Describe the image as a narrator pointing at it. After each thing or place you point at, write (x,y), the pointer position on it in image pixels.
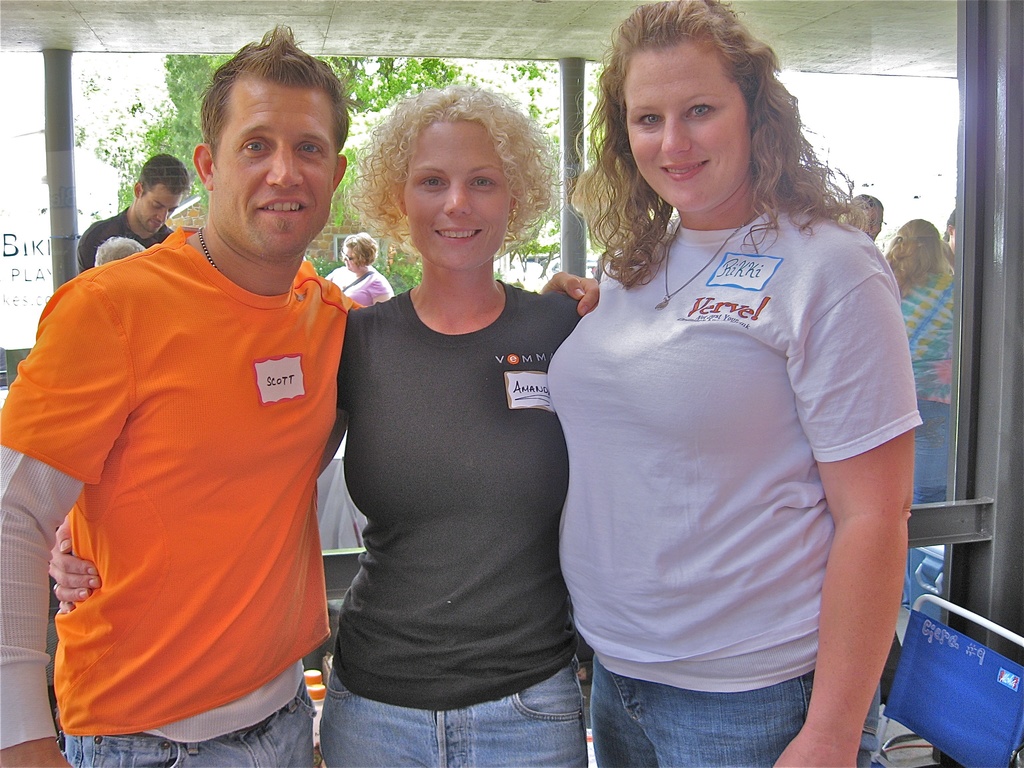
In this picture I can see three persons (416,186) standing, there is a chair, there are group of people (943,415) standing, there are pillars (1009,328), and in the background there are trees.
